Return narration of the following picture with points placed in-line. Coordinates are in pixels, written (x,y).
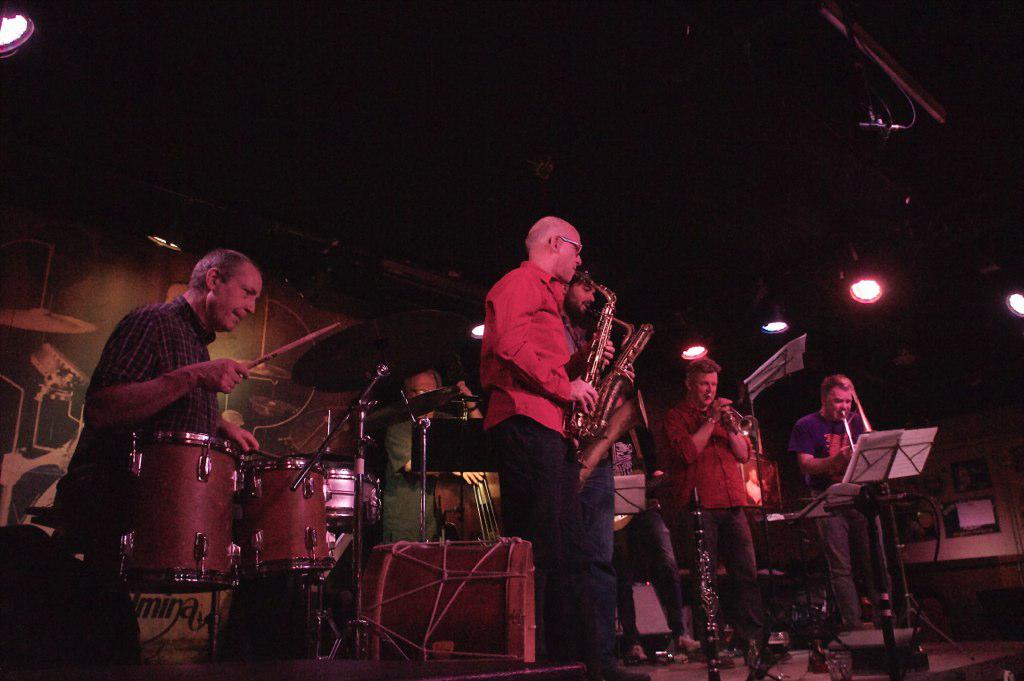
In this picture there are group of people (549,228), those who are playing music on the stage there is a person (108,398) who is standing at the left side of the image (160,427) he is playing the drums (208,452) and the other people (519,317) at the right side of the image (708,410), they are playing instruments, there are spotlights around the area of the image.
